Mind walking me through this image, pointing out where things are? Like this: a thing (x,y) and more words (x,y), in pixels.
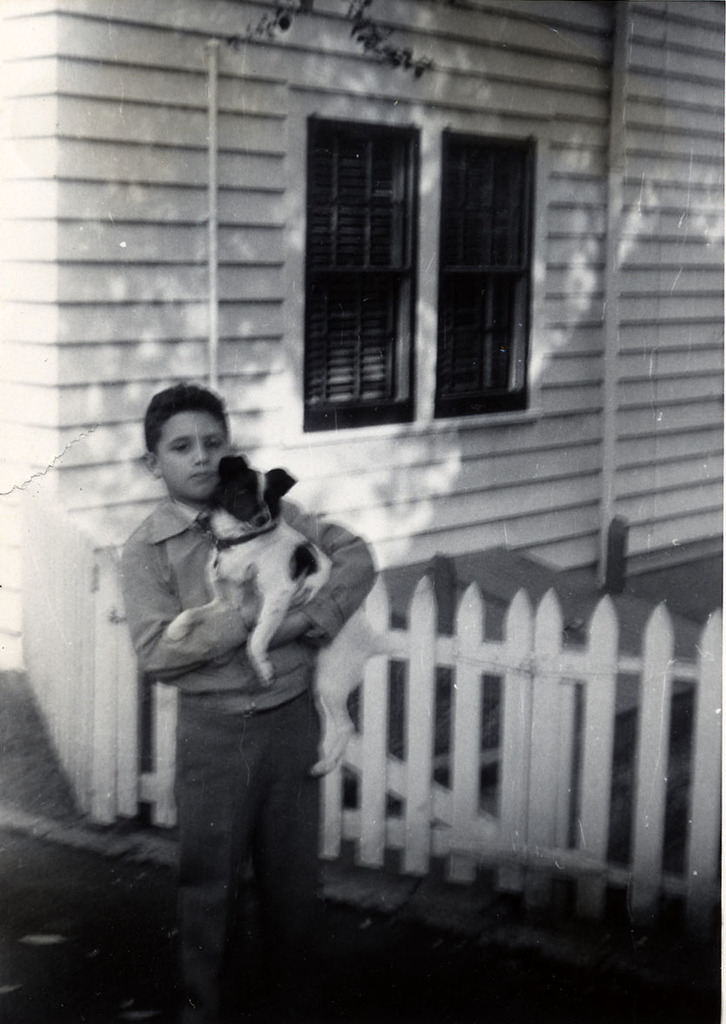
A boy (204,776) is standing and holding a dog (280,587). Behind him a wooden fencing (555,713) is there. And in the background (432,334) there is a building (360,235) with windows (394,252) are there.
